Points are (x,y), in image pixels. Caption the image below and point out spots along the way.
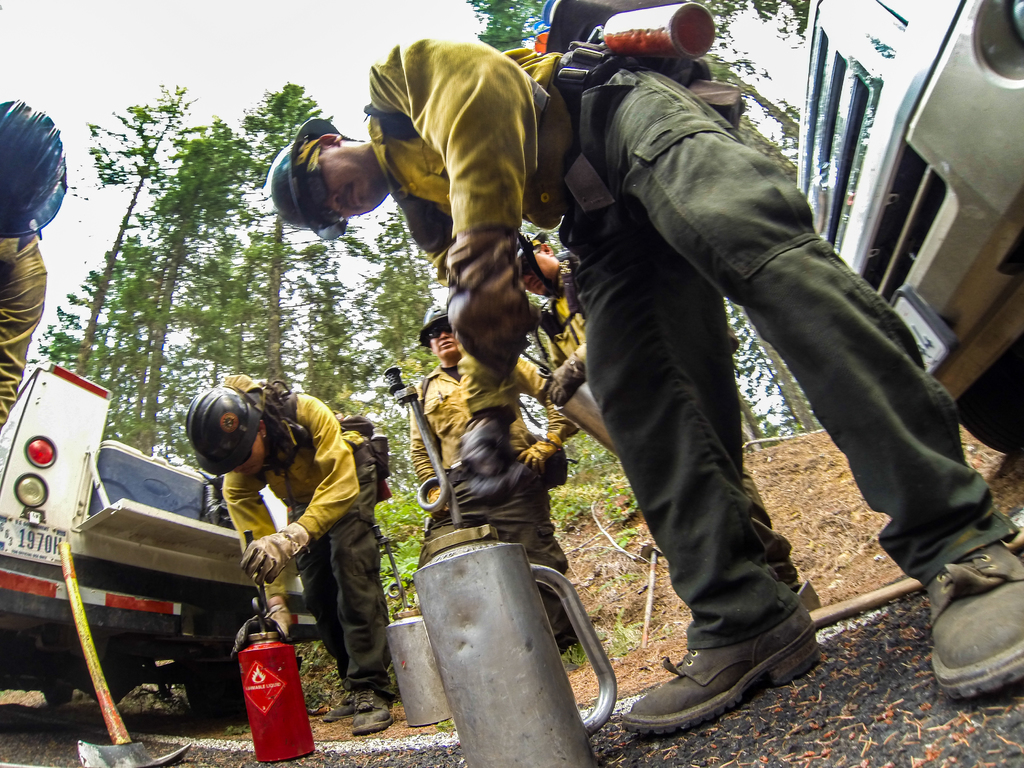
In this image there are people (231,502) and we can see cylinders (455,627) on the road (439,741). We can see vehicles (59,640) and there is a tool (113,728). In the background (112,244) there are trees (279,96) and we can see the sky (224,114).
